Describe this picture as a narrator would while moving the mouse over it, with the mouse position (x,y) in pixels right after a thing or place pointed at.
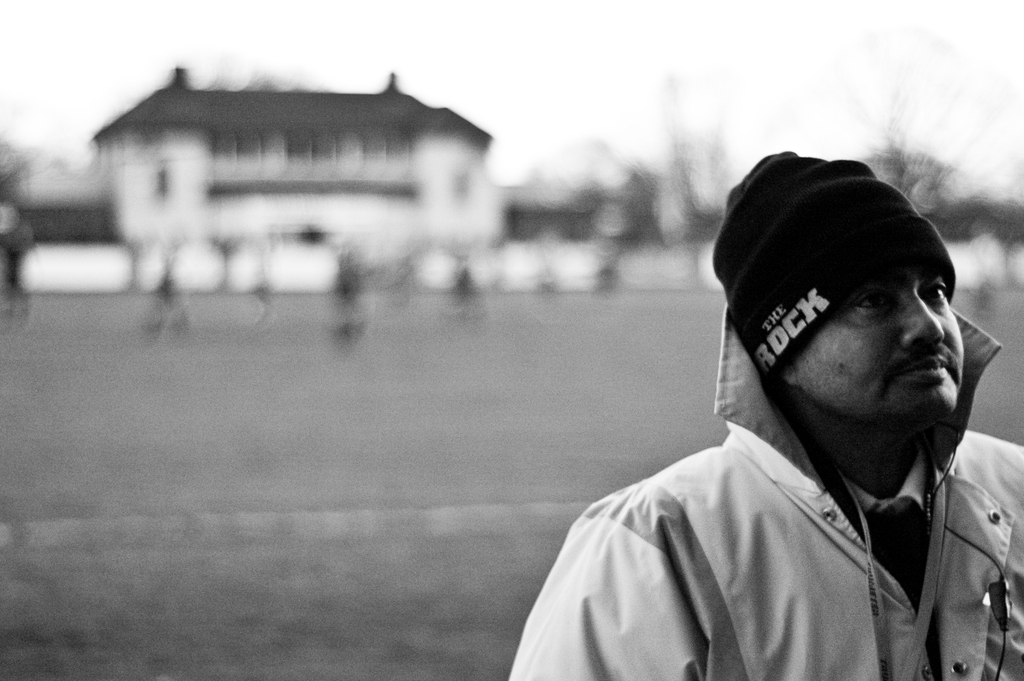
In this image there is a person (864,411) standing. The background (365,516) is blurry.
